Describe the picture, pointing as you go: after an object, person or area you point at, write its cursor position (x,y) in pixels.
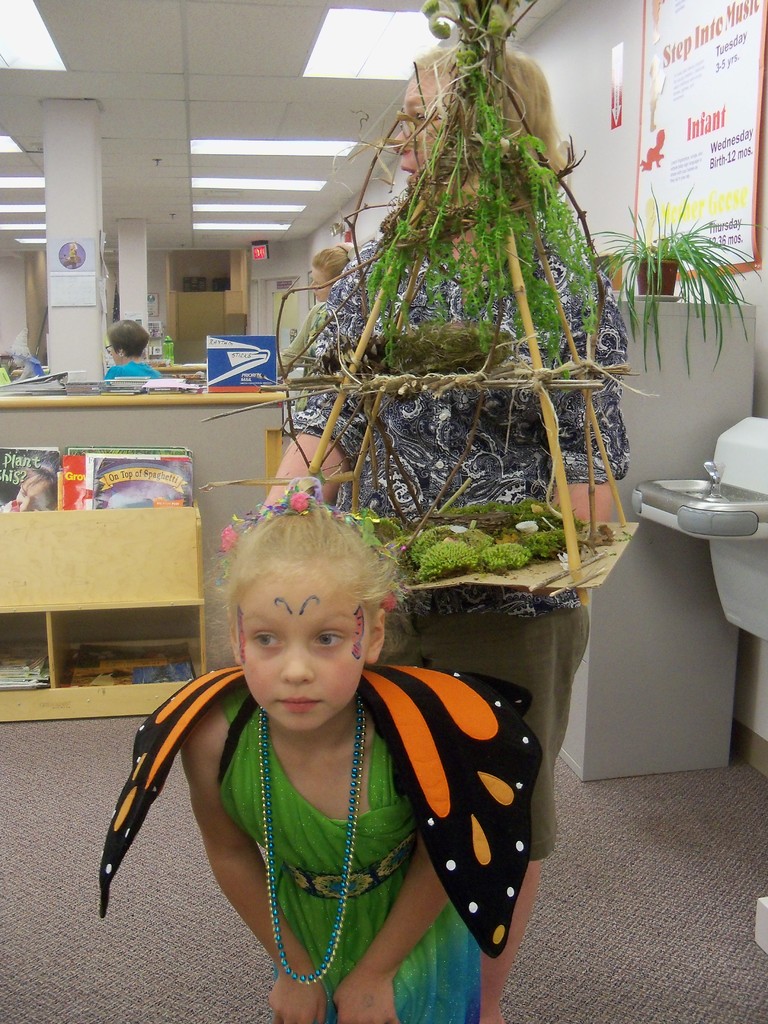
Here we can see a kid (428,865) and a woman (407,430). There is a carpet (593,893) on the floor (72,830). In the background (162,649) we can see plants (713,261), boards (732,264), books (19,459), pillars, lights (340,28), and a wall (605,194).
